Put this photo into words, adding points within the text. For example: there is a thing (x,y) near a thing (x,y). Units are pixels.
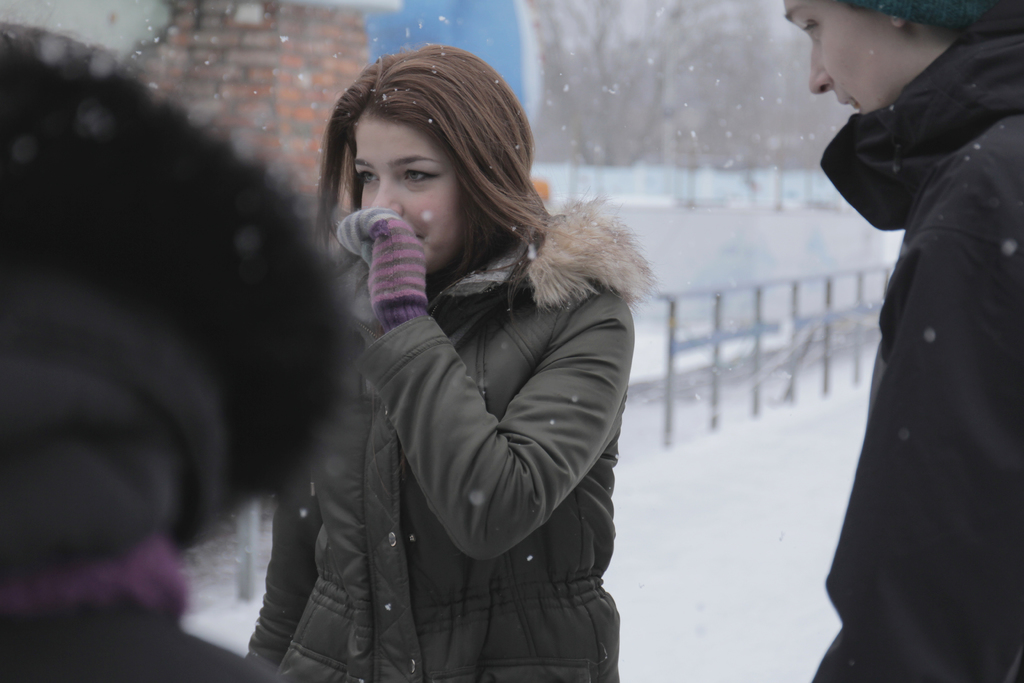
In this image I can see some people (612,516). In the background (728,451), I can see the snow (728,471) and the rail (713,411).
